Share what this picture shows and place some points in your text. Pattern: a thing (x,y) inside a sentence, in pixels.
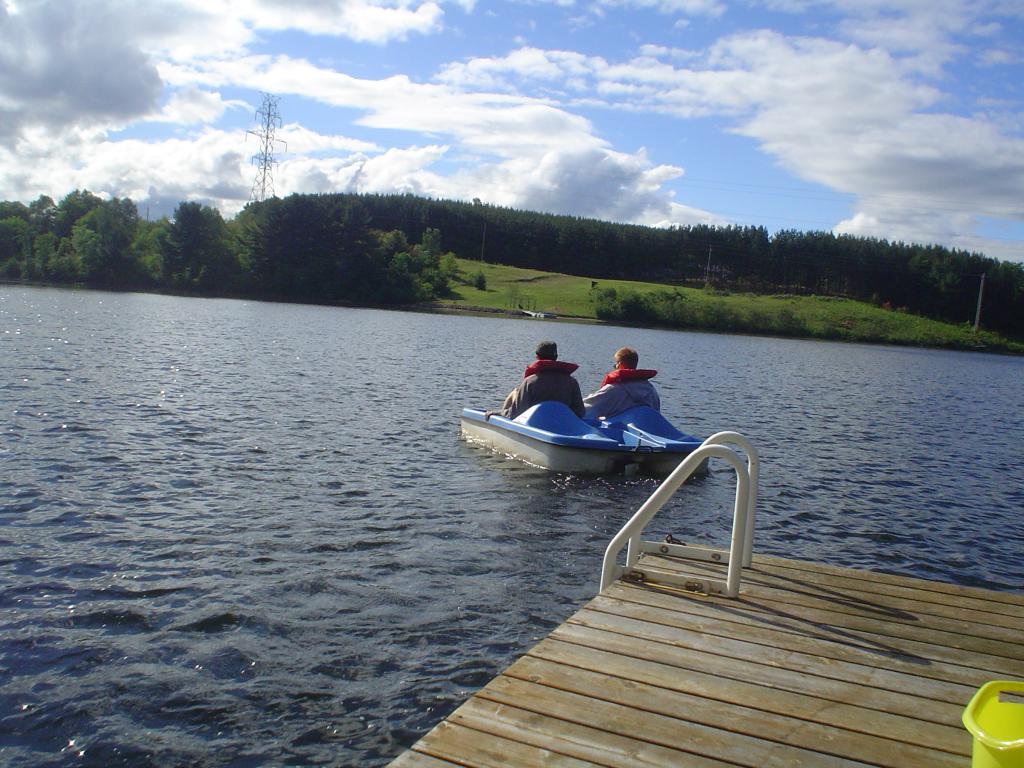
In this image, I can see two persons (542,399) sitting on a boat (577,438), which is on the water (520,460). At the bottom of the image (615,694), I can see a wooden platform (741,680) and It looks like a pool step ladder (702,586). In the background (104,243), there are trees (80,223), grass (565,291), a transmission tower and the sky (532,82).
